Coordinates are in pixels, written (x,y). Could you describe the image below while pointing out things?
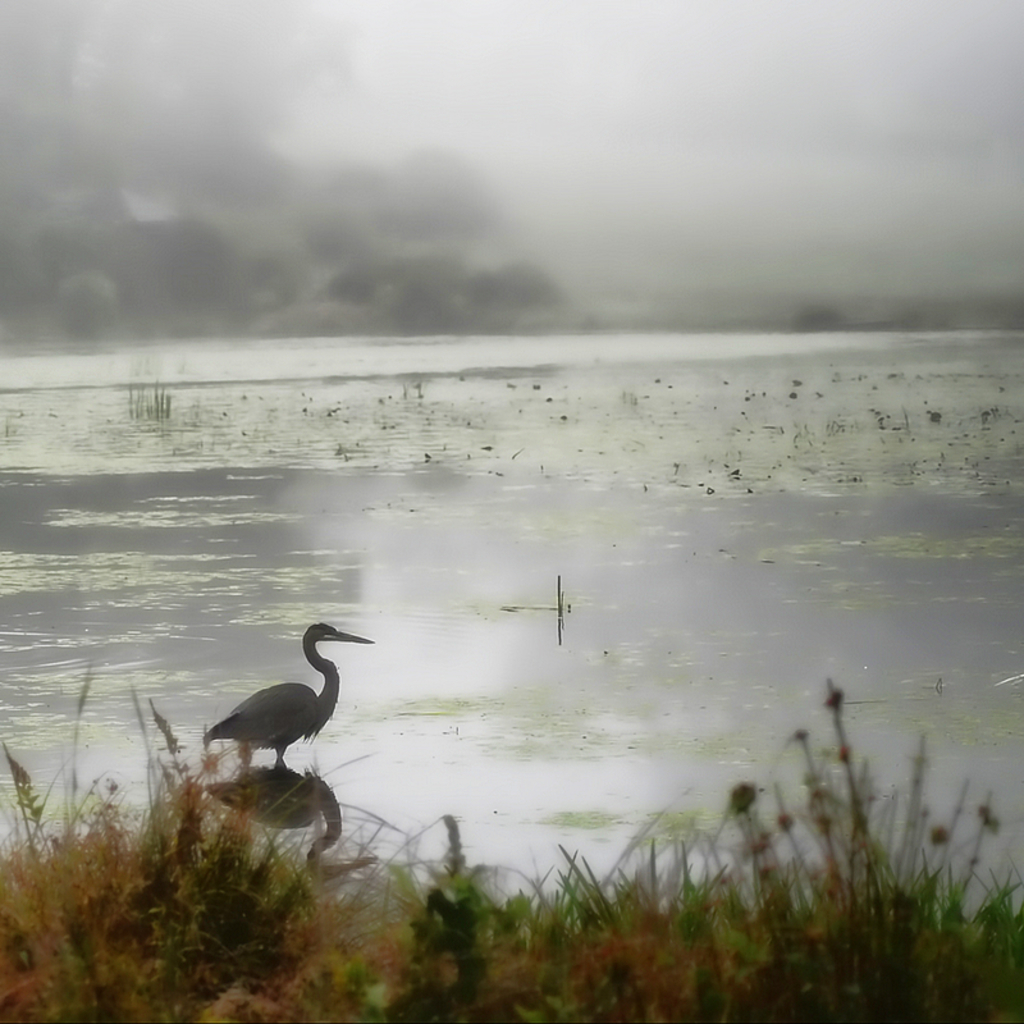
In this image I can see the bird (262,708) in the water (200,729). To the side of the bird (225,732) I can see the grass (157,716). In the background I can see the clouds (1,128) and the sky (263,6).
